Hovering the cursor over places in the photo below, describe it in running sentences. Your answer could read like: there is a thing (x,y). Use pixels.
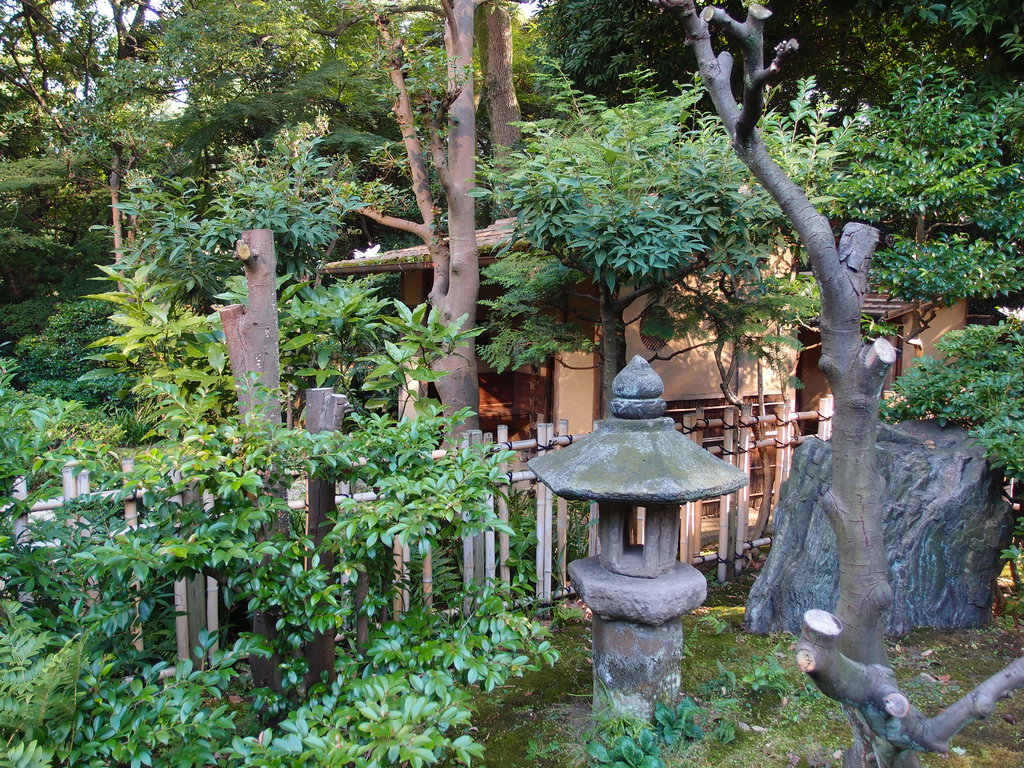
In this image it looks like it is a garden (510,580). In the background (303,160) there are so many trees (308,188). On the right side (692,278) there is a small house (588,314) in the background (577,303). Beside the house (802,426) there is a wooden fence (538,507). At the bottom (632,623) there is a small cement pole (620,553) in the middle (631,501). Beside it there is a stone (932,474). On the right side (856,618) there is a tree trunk (869,557). On the left side (87,630) there are small plants (474,672).
